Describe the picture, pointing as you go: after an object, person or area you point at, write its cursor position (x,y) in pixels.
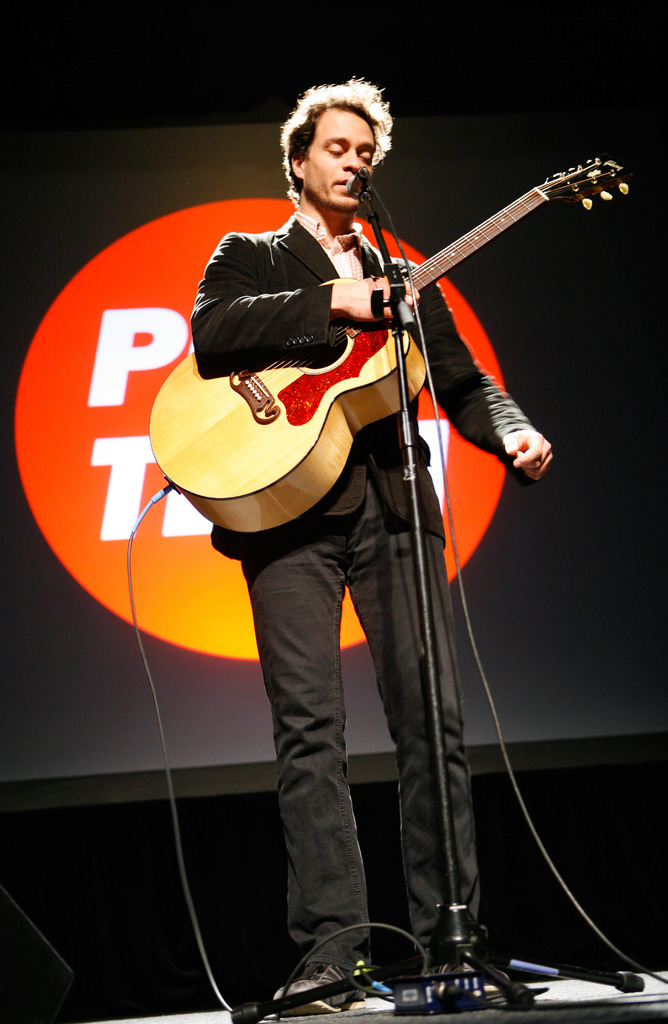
There is a man (306,208) who is singing on the mike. He is playing guitar (191,476). On the background (622,461) there is a screen (35,534).
